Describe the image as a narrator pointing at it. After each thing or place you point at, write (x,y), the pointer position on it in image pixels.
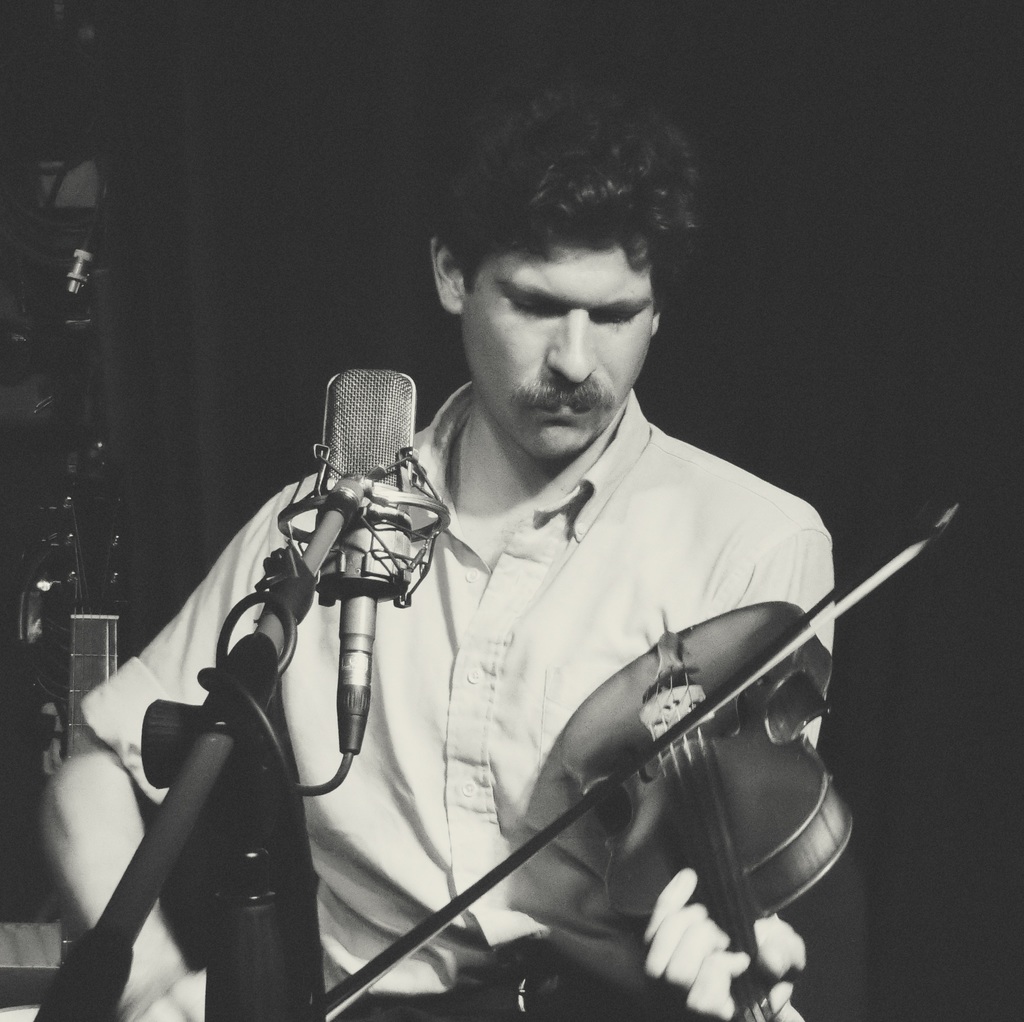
The picture is in black and white where one person (581,482) is standing and playing violin (736,803) in front of the microphone (360,589).
